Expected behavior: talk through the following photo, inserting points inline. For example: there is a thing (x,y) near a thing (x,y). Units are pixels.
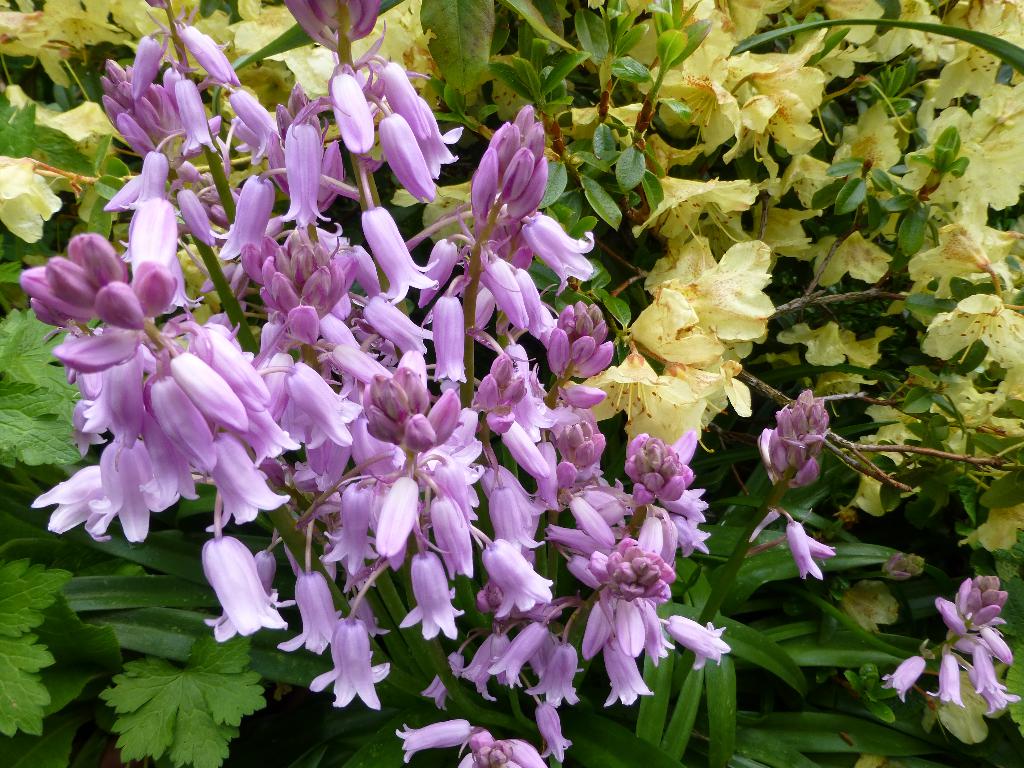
In this image we can see purple color flowers (510,425), yellow color flowers (752,191) and leaves (173,630).
